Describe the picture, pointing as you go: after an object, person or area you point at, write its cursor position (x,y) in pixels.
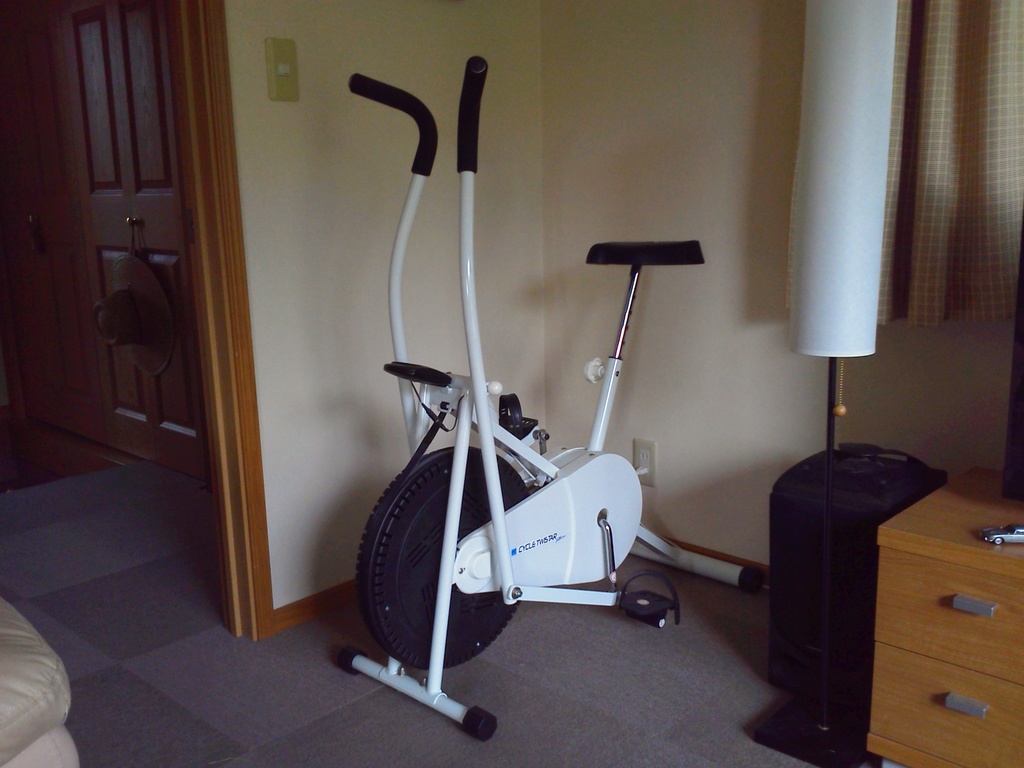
In this image there is an exercise bike (482,504), and a table (976,566) on a floor (557,735), in the background (340,11) there is a wall (758,351) for that wall (927,351) there is a curtain (1015,245) and a wooden door (58,274), in the bottom left (28,634) there is a sofa (16,716).
